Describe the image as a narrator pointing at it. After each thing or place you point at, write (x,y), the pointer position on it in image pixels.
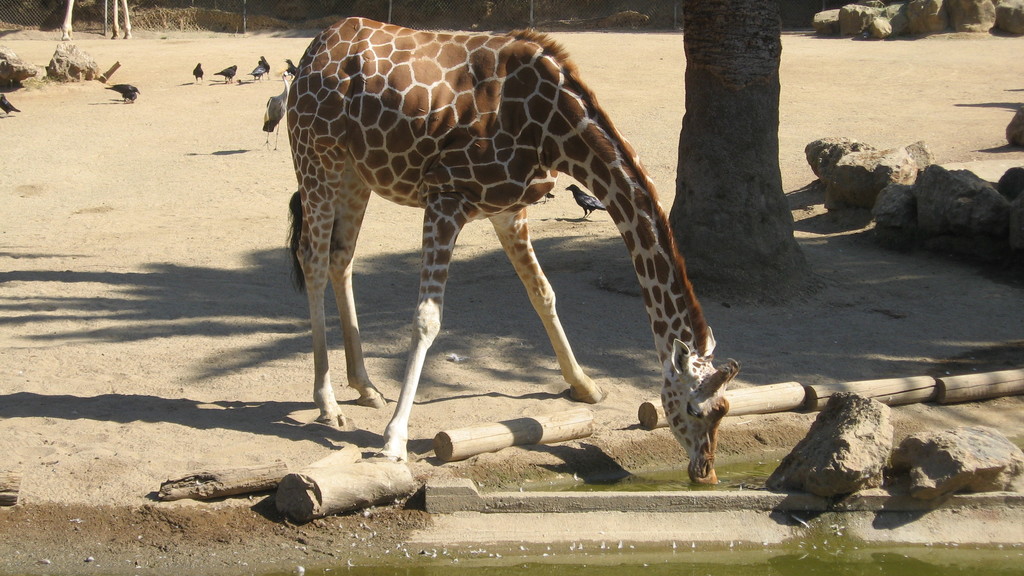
Here I can see a giraffe (516,188) is drinking the water (686,477). There are some stones (838,437), sticks (851,389) on the ground (859,347). Beside the giraffe (513,163) there is a tree trunk (731,111). In the background (273,100) there are few birds (231,72) on the ground (186,123).
